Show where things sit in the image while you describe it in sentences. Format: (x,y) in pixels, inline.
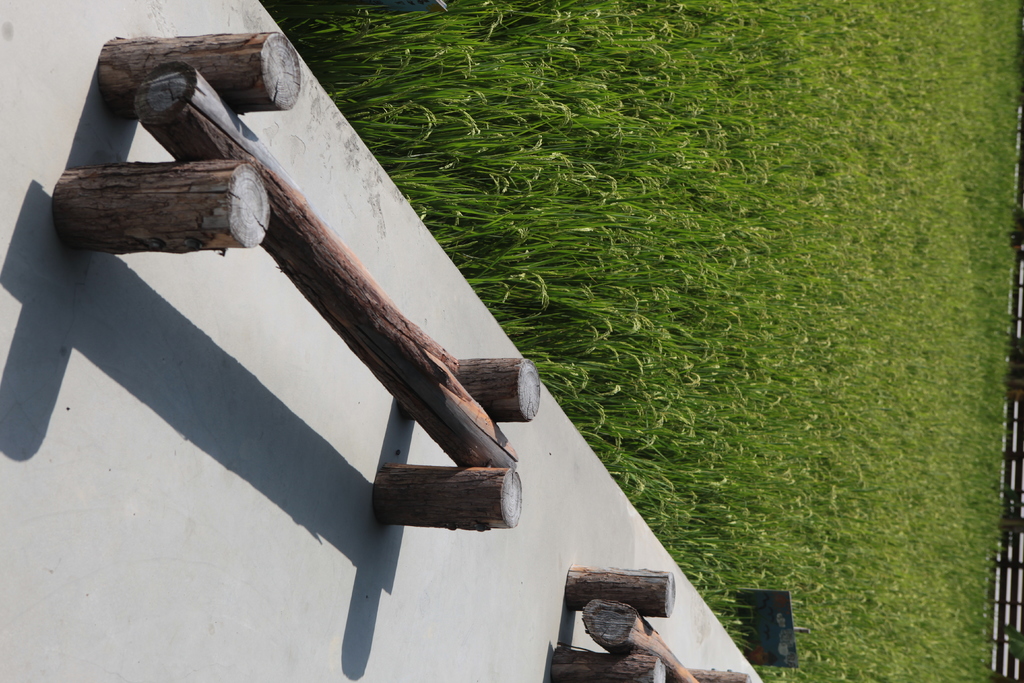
In this image we can see some wooden objects (441,469), which looks like the benches (490,494), also we can see the grass (747,290) and the fence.
